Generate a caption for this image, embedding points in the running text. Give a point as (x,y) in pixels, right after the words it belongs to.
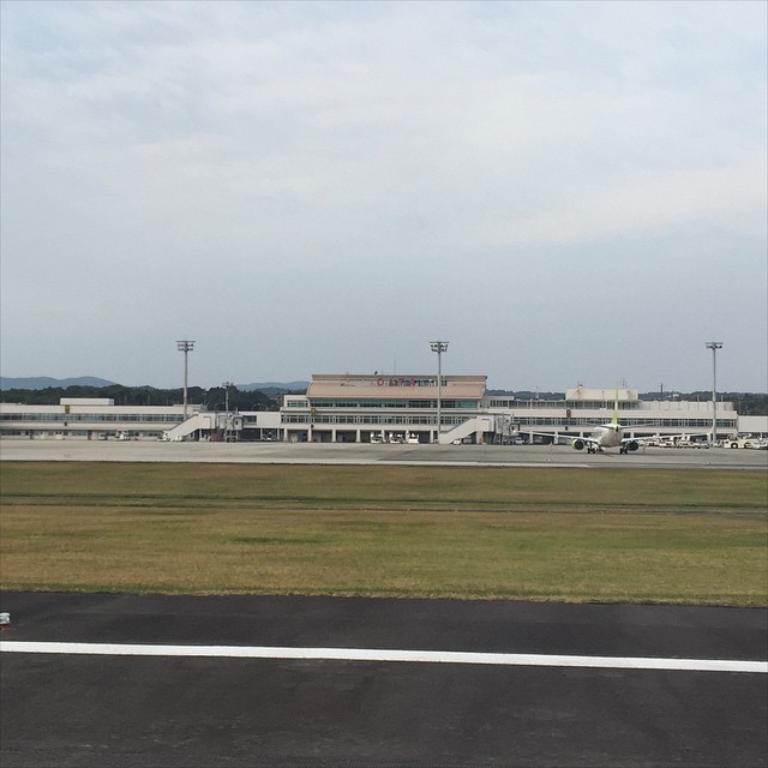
In this picture there are buildings (34,422) and there are street lights (713,359) and there is an aircraft (554,434) on the road (556,458). At the back (651,397) there are trees (191,396) and mountains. At the top (230,125) there is sky (341,119) and there are clouds (522,86). At the bottom (450,641) there is a road (352,641) and there is grass (426,570).
